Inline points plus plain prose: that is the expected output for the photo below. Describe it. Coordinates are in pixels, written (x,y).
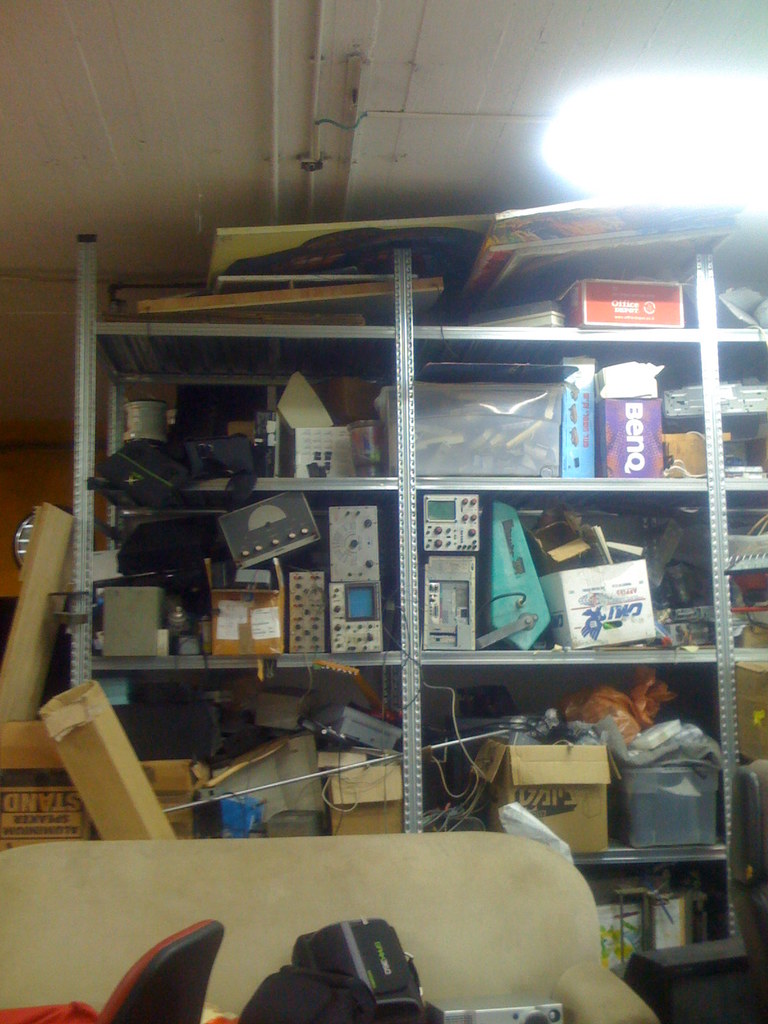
In this image we can see some devices (358,586), bags (130,464), containers (499,450), frames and some cardboard boxes (537,746) placed on racks (716,399). In the foreground of the image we can see a chair (180,964) and some bags (370,1017). On the right side of the image (677,996) we can see a television (677,996). At the top of the image (673,108) we can see light (612,146) and pipes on the roof (63,144).
